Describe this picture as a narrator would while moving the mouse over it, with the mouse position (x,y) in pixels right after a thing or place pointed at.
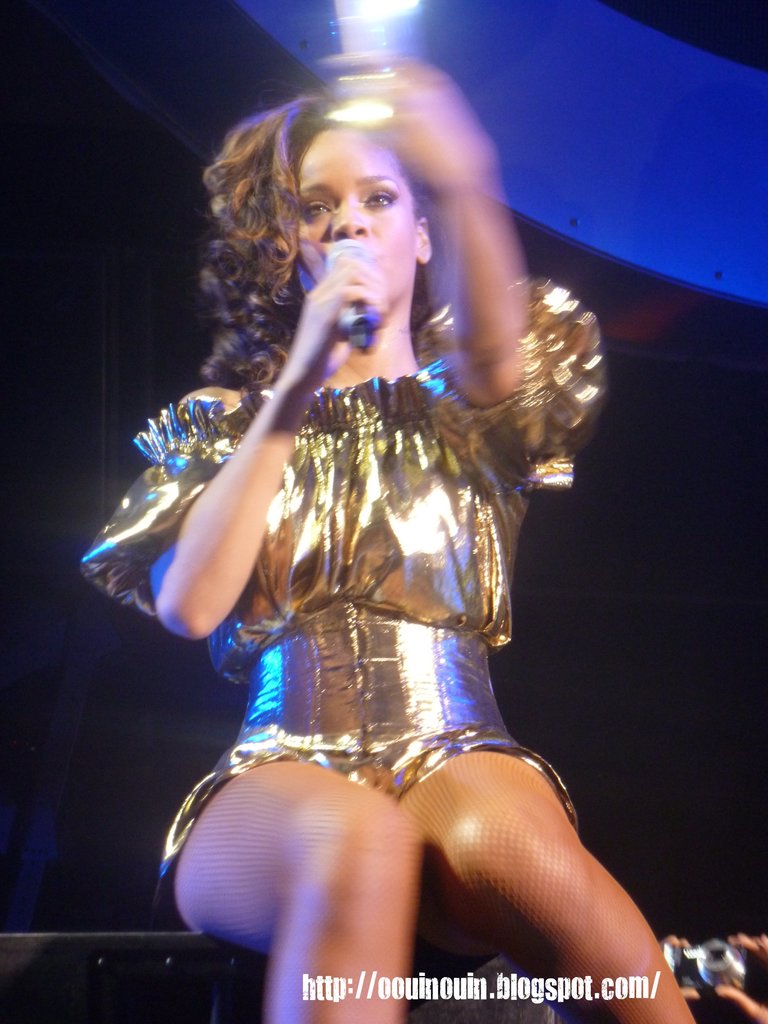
In this image, in the middle (388,430), we can see a woman (414,792) sitting on the bench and holding a microphone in her hand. In the right corner (678,968), we can see the hand (767,1019) of a person (756,1010) holding a camera (688,962). In the background (607,164), we can see black color, blue color. At the top (404,17), we can see a light (391,25).
